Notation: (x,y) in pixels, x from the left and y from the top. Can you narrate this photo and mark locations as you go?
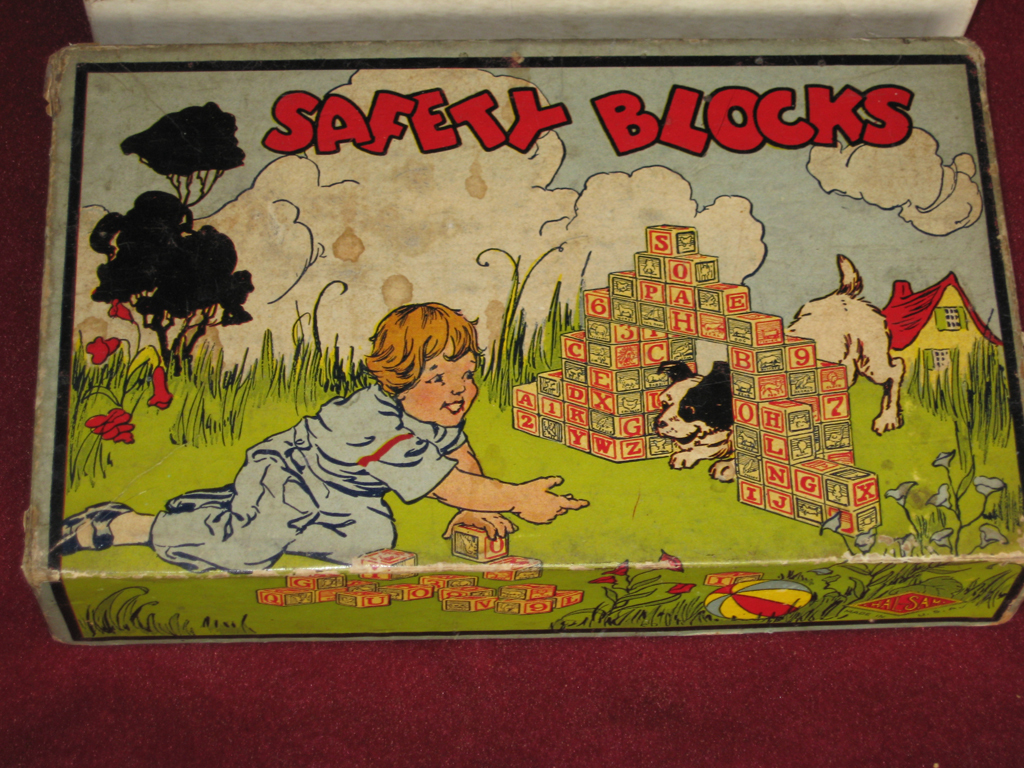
In the image there is a box (214,383) with print (438,479) of a baby (390,459) playing on grassland (642,465) along with puppy (866,356) and a house (926,350) behind it and above its sky (98,159) with clouds (505,185) on a table (487,720).
